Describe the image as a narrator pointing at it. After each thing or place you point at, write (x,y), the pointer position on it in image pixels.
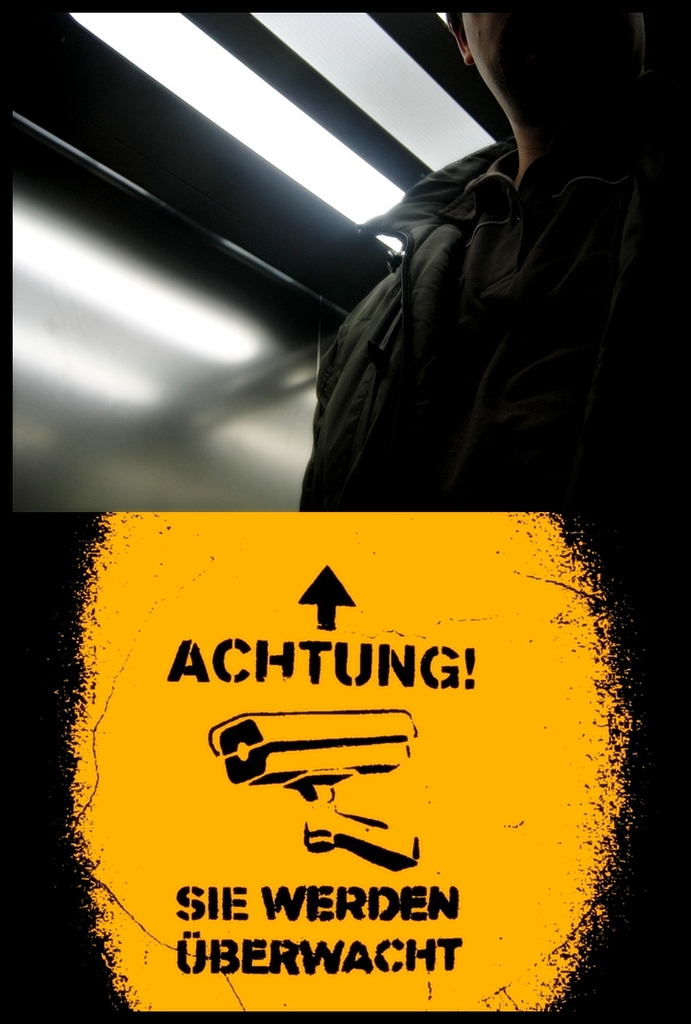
In this picture there is a man (557,249) who is wearing a jacket (507,271). At the bottom (440,801) I can see the poster (426,782) which showing the camera (235,782). At the top (306,153) I can see the tube-light (197,98).
